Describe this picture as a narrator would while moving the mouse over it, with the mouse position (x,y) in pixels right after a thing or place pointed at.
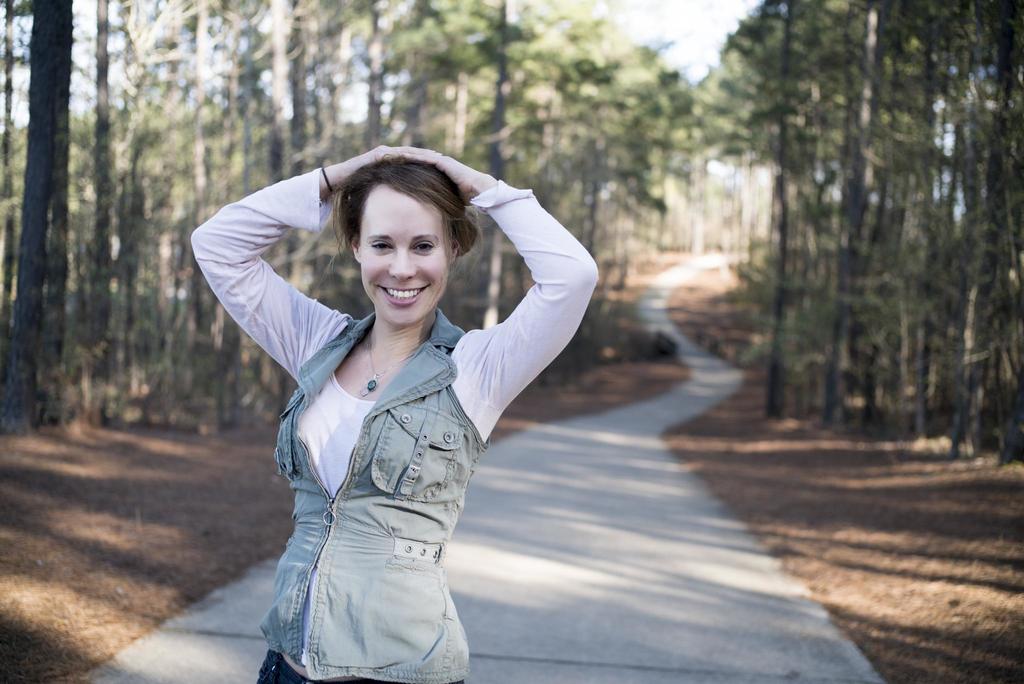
In this image there is a person (413,458) standing, there is soil (797,500), there are trees (905,183) truncated towards the right of the image (931,168), there are trees (62,176) truncated towards the left of the image (115,20), in this image there is the sky (686,30).
